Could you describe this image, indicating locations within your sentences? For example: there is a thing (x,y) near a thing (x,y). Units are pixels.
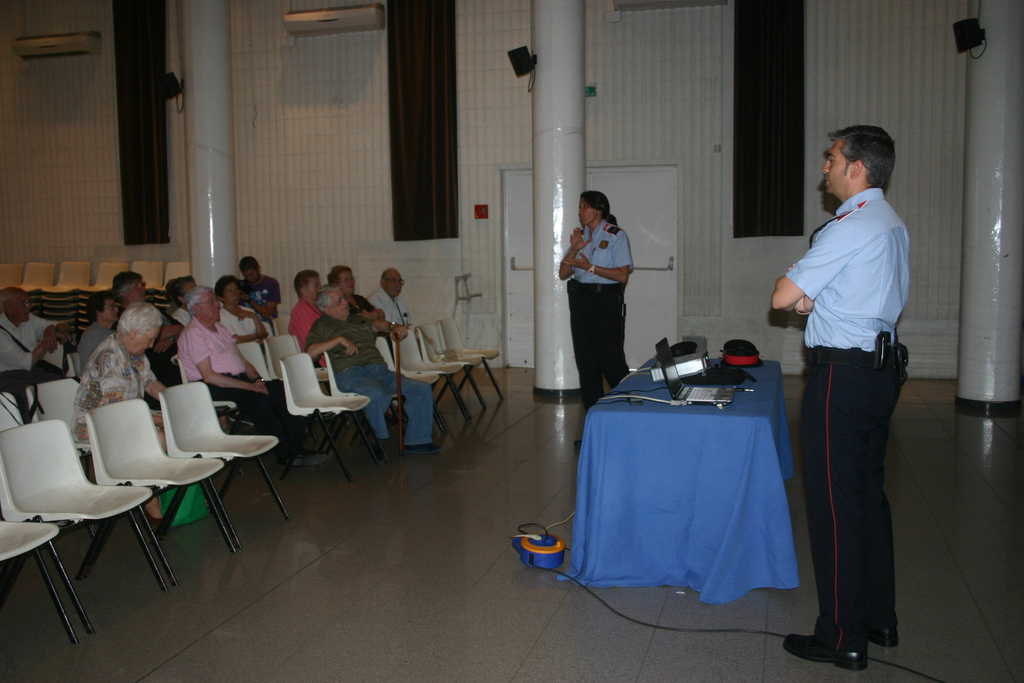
In this image we can see this people (825,273) in uniform (849,228) are standing. There are laptop (721,391), projector (680,373) and cap (733,366) on the table (717,447). In the background of the image (14,332) we can see people (138,328) sitting on chairs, poles (544,123) and doors (633,215).
